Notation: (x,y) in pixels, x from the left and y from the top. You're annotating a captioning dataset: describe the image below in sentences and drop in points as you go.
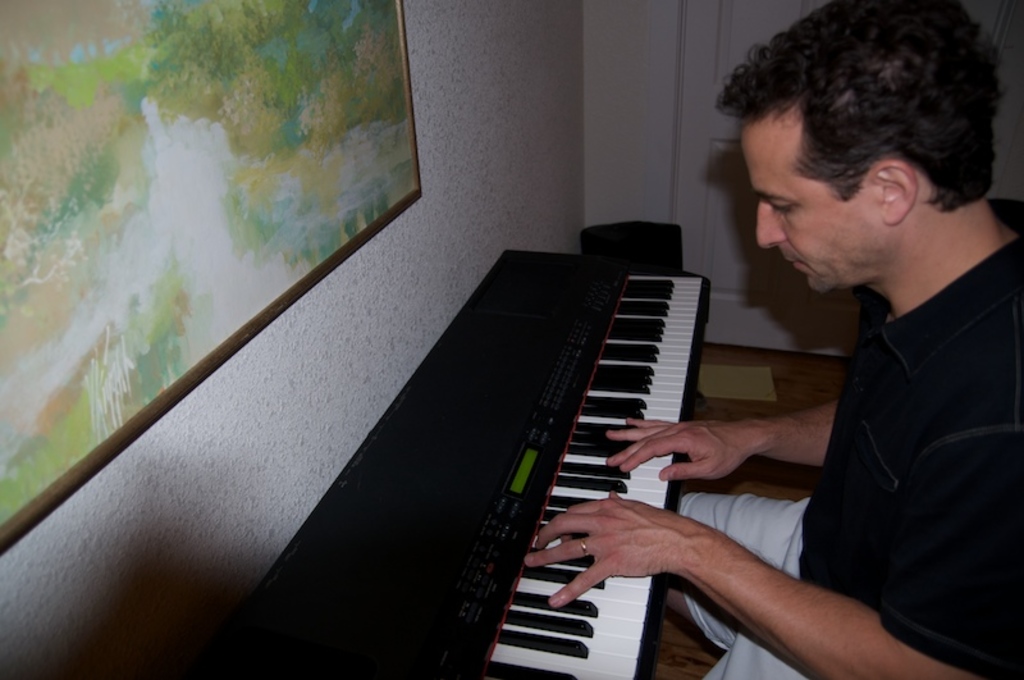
This picture shows a man (790,65) playing piano (488,402) and we see a poster (356,17) on the wall (444,165).
